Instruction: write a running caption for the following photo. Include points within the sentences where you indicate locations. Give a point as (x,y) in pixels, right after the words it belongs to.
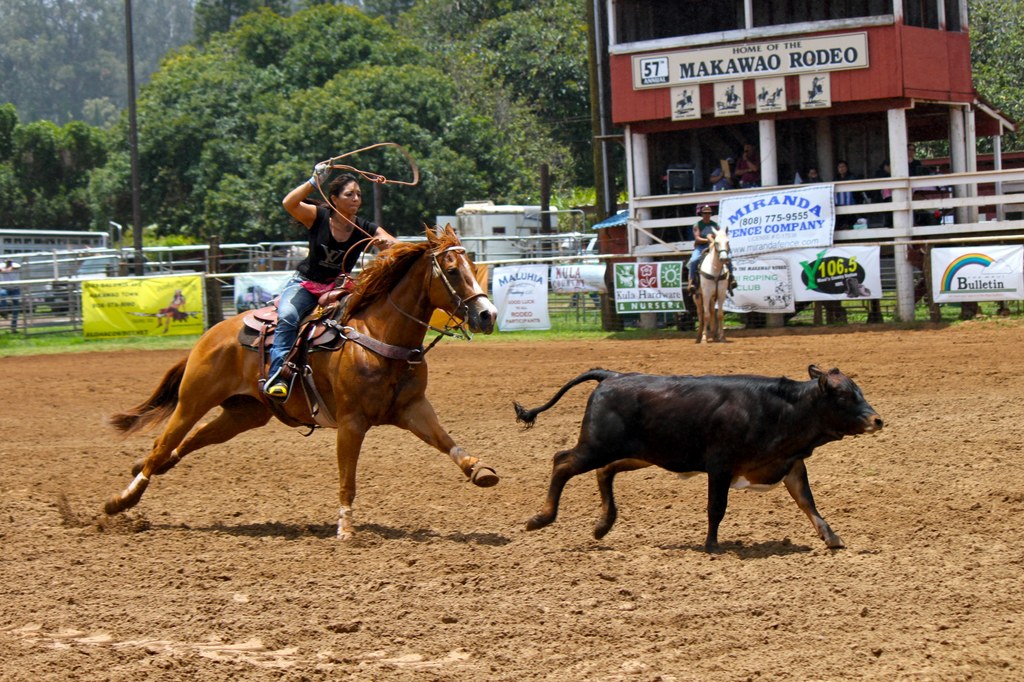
In this picture I can observe a woman (311,252) riding brown color horse (324,352). In front of the horse (409,284) there is an animal (719,522) which is looking like a bull (716,463). I can observe another horse (705,290) in the background (705,283). There are some posters (158,303) in the background (499,305). I can observe some trees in the background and a pole (127,11) on the left side (133,101).
